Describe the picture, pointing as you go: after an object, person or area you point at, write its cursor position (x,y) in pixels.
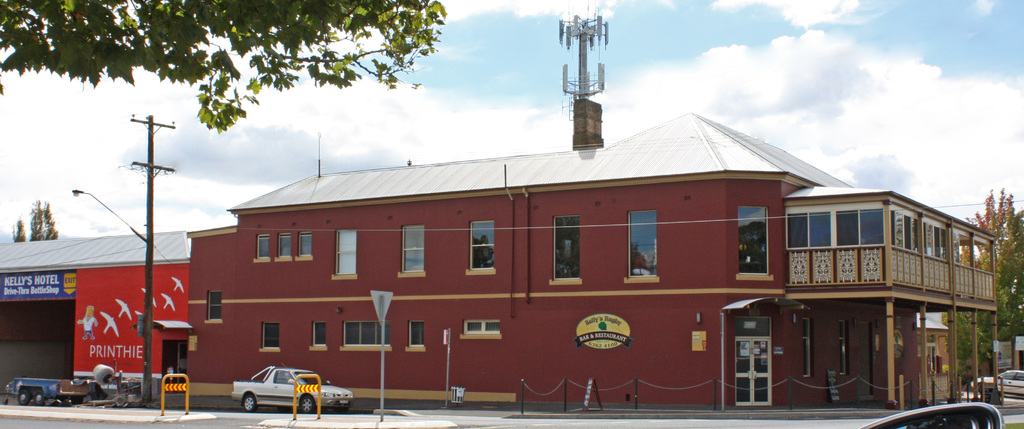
In this picture we can see vehicles (262,381) on the road (829,425), barricades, poles (637,387), boards (586,408), buildings (235,284), shed (157,244), trees (1004,249), light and tower (585,21). In the background of the image (876,71) we can see the sky (947,46) with clouds (984,10).
